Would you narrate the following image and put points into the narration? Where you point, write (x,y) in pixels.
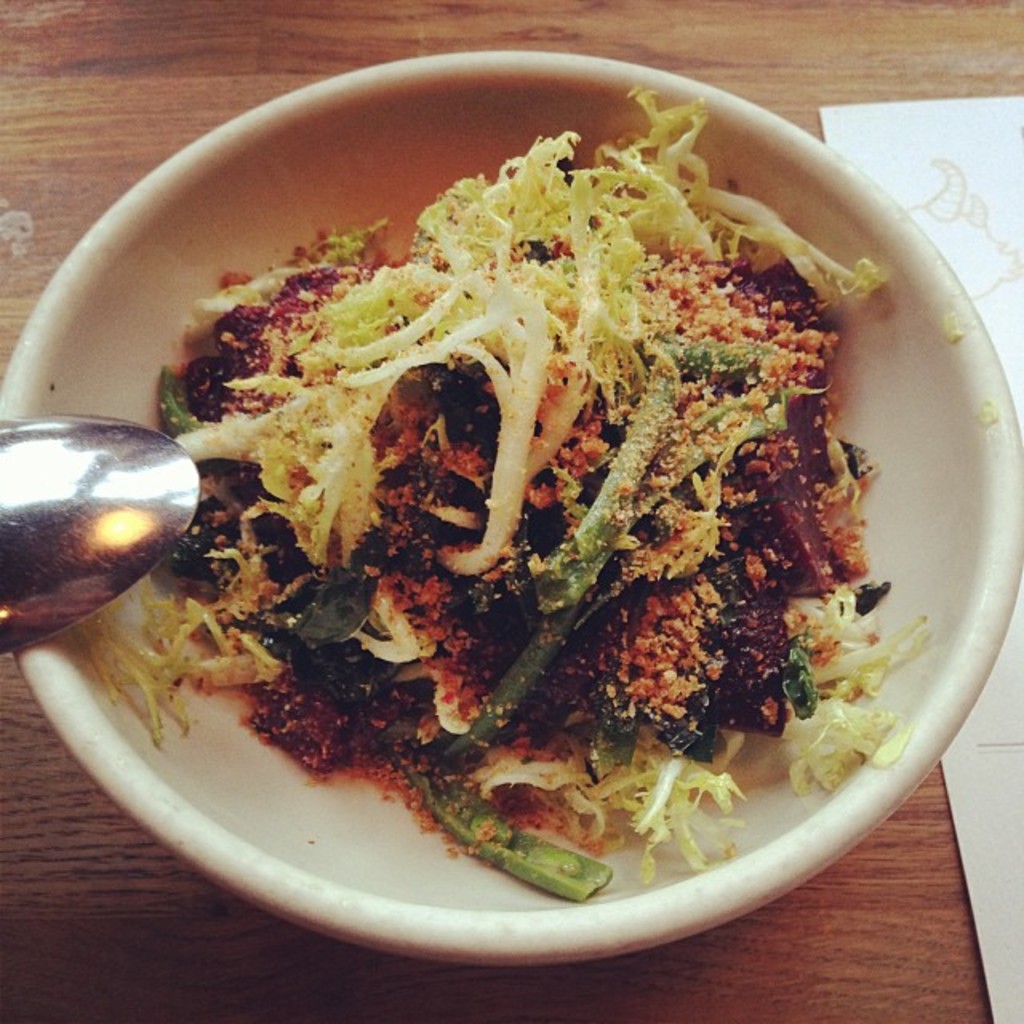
In this image we can see a bowl (858,426) of food (515,365), a spoon (113,549) and also a paper (973,128) on the wooden surface (918,945).
